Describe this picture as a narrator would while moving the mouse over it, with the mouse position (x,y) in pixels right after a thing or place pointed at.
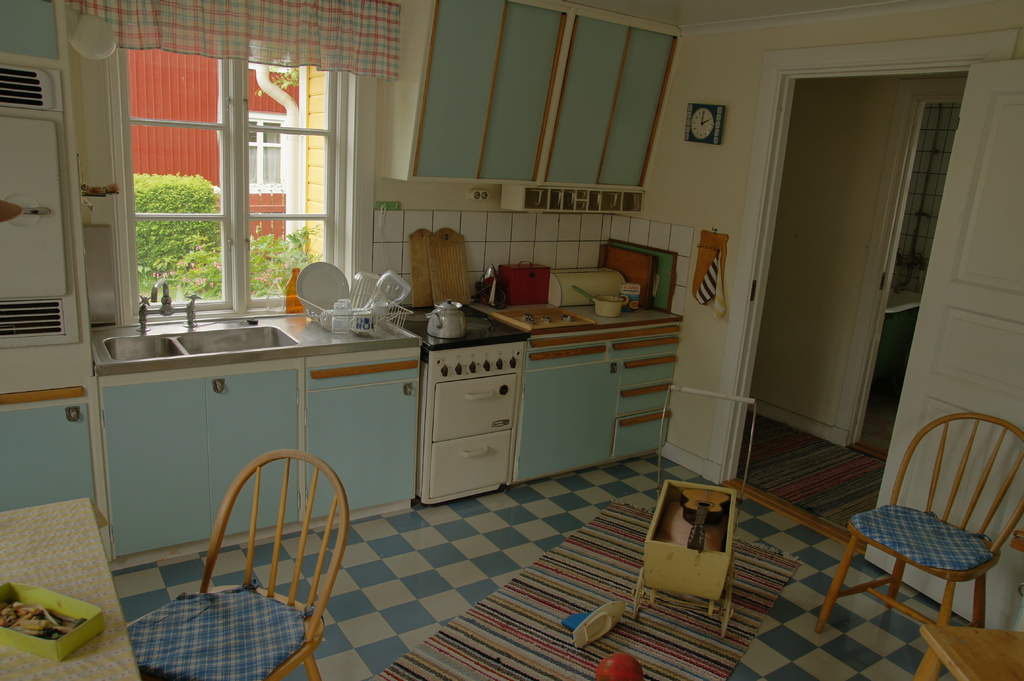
In this image there are chairs (336,517) and tables (990,639) on the floor (381,589) having a mat (620,626). There is a ball (640,680) and few objects (652,537) on the mat (636,647). Left bottom there is a table (47,576) having a box (48,600). There is a kitchen cabinet (232,375) having a kettle (443,332), tray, sink (164,341), tap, bowl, wooden planks (426,301) and few objects (587,290). The tray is having a plate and few objects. Few cupboards (430,157) are attached to the wall (595,213). There is a clock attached to the wall (666,206). Background (981,305) there is a wall (688,258) having a door (939,327) and a window (234,266). From the window (201,220) few plants (203,275) and a building (256,142) are visible.
